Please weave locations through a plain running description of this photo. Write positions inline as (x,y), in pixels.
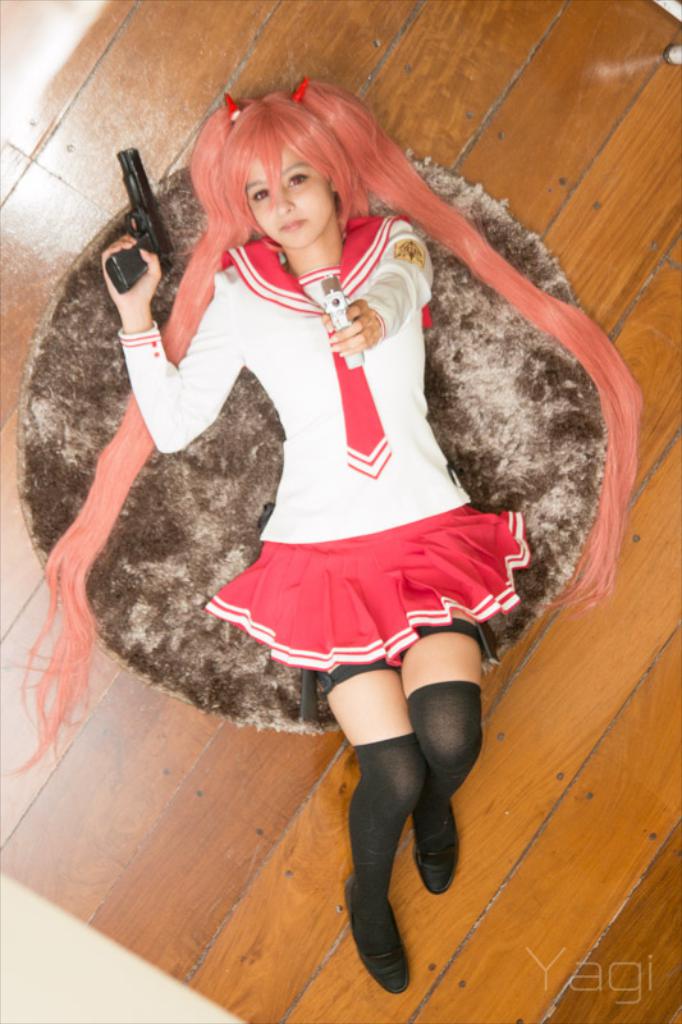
In this picture we can see a person (329,388) holding weapons (135,251) in the hands (133,240) and lying on a carpet (240,642). This carpet (224,634) is visible on the floor (107,660). We can see some text (549,969) in the bottom right (539,977).
